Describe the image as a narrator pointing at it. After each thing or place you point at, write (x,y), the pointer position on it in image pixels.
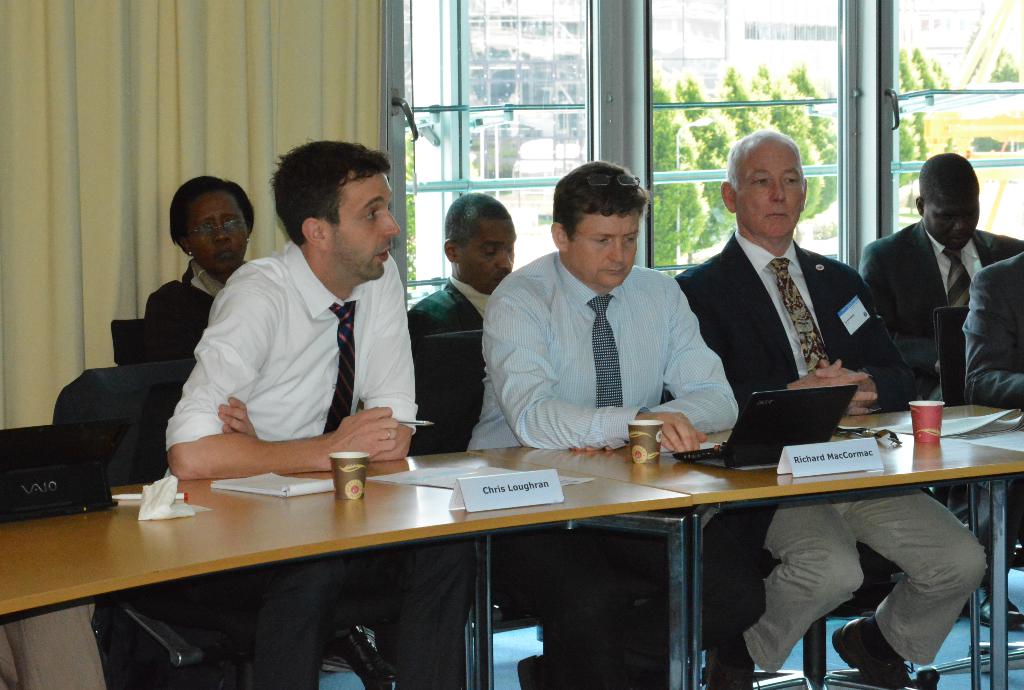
Here in this picture we can see a group of people (568,323) sitting on chairs (125,385) present on the floor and in the front (565,455) we can see a table (708,472), on which we can see laptops (105,494), books (276,489), papers (580,478), cups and name cards (509,486) present and the person (342,268) on the left side (332,293) is speaking something and behind them we can see windows (468,158), through which we can see other buildings (571,77) and plants (662,128) and trees (738,130) present outside.
